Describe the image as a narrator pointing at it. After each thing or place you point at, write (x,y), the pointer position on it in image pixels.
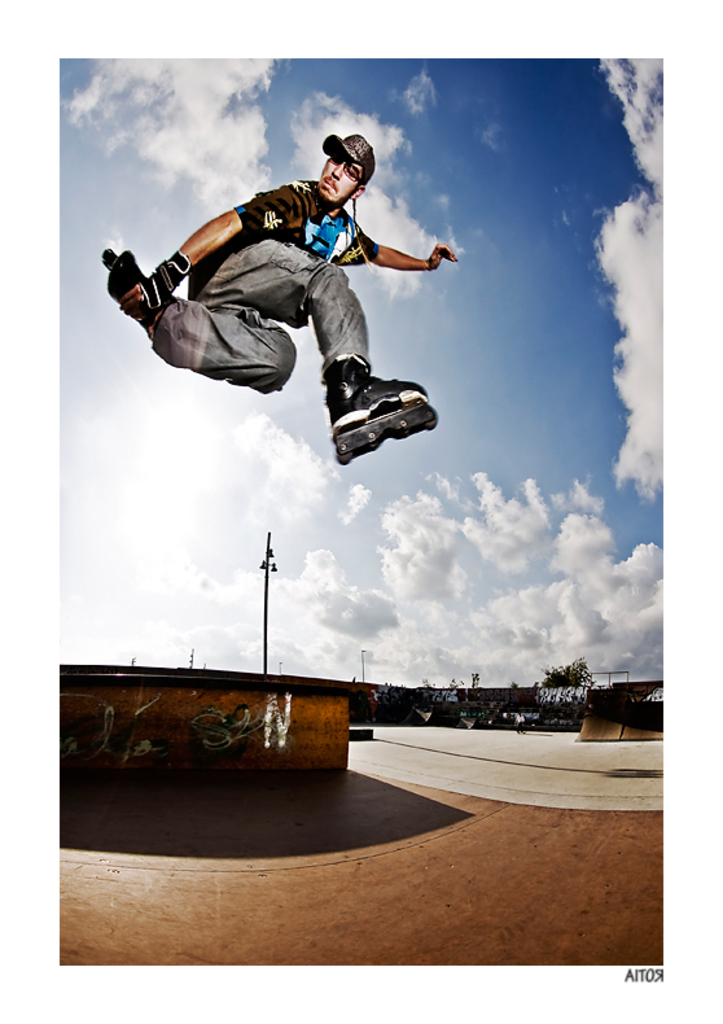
In this image I can see there is a person (390,263) jumping. And there is a ground (331,827) and a wall (203,714) with a painting (269,729). And there are trees (578,685) and a wooden board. And at the top (482,313) there is a sky (402,548).
